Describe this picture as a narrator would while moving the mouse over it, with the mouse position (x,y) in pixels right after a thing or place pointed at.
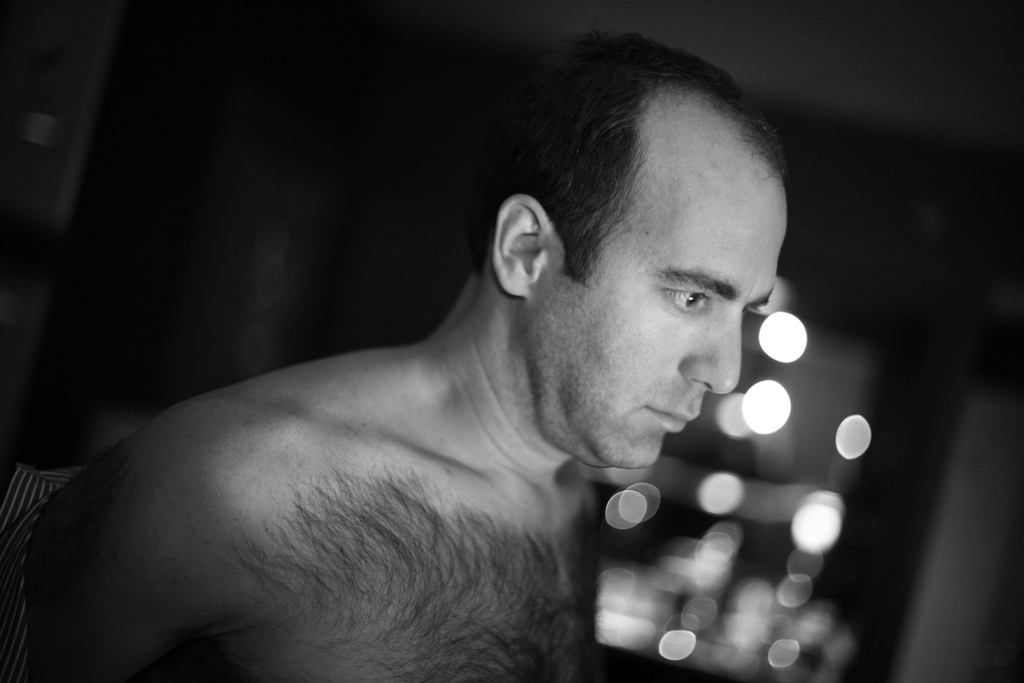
In the picture we can see a man (543,335) standing without clothes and in the background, we can see some lights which are visible.
